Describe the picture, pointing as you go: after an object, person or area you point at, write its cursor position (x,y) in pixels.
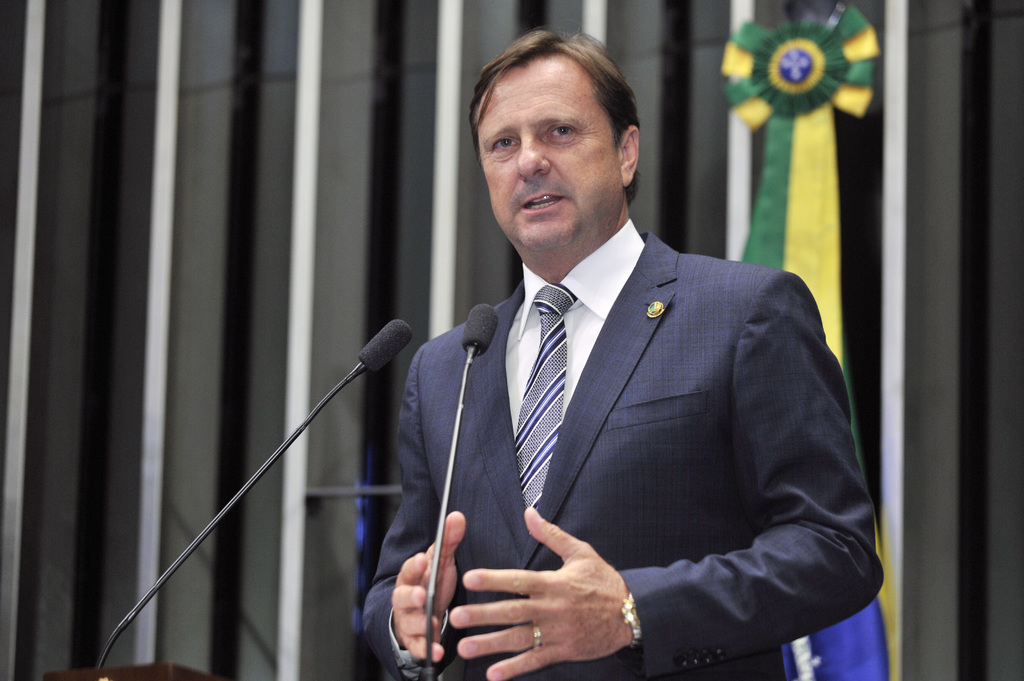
In the image in the center (595,331) we can see one person (614,356) standing. In front of him, we can see two microphones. In the background (378,154) there is a wall (269,94) and one green and yellow color object (811,130).
